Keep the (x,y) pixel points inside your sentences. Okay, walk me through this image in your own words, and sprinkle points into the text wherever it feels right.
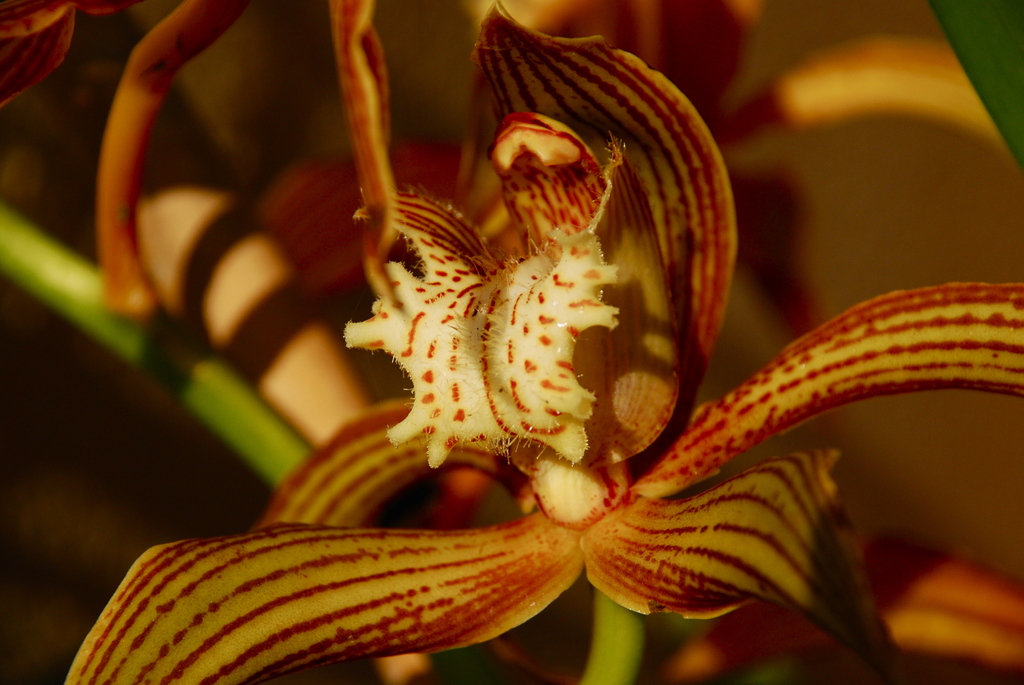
This is a picture of an orchid flower (399,222) on a plant (343,188).
